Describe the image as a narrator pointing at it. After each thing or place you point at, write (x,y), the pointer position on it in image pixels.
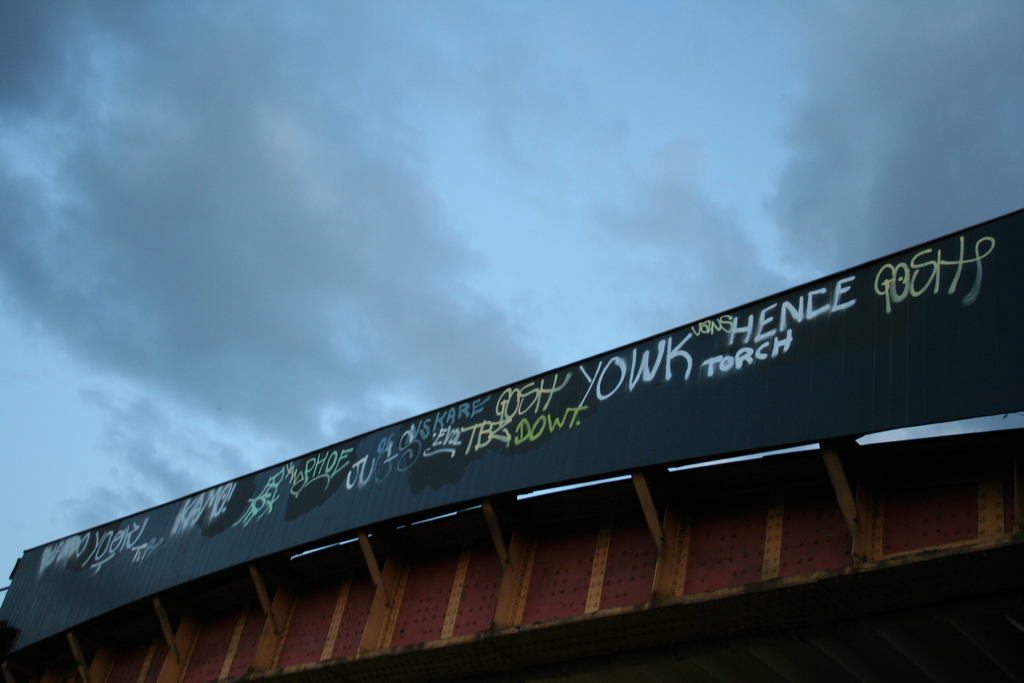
In this image we can see the hoarding board (549,432). This is looking like the roof (616,623) of a metal shed (825,596). This is a sky (720,224) with clouds (36,217).
